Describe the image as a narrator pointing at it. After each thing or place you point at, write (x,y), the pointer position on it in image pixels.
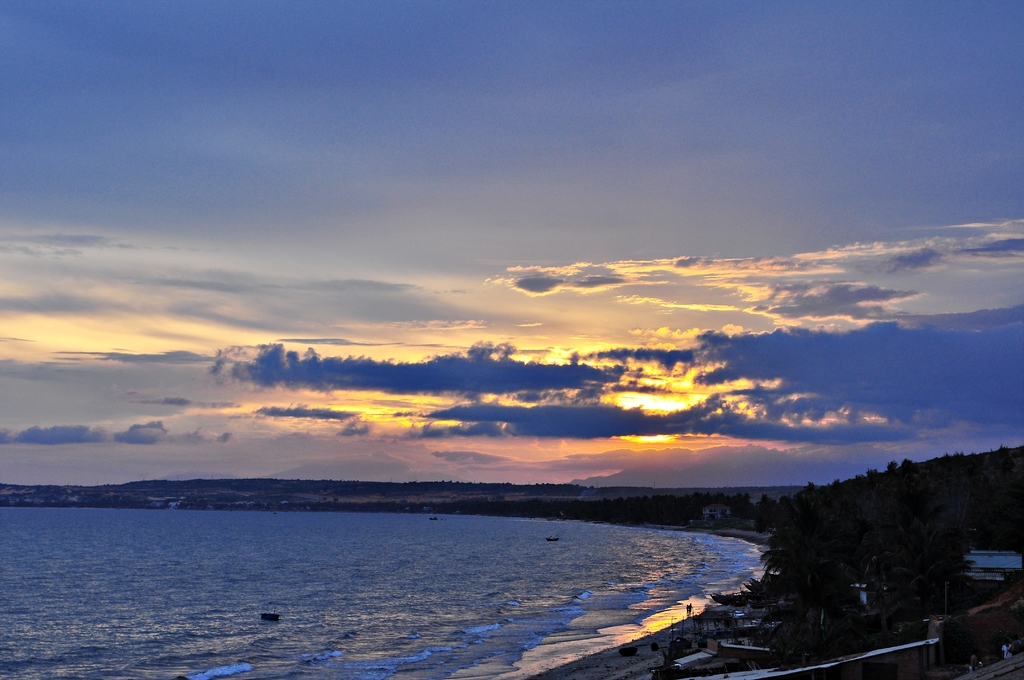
In this image in the center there is a sea (294,619). On the right side (816,557) there are trees (857,574) and there are houses (1012,658) and there are persons (1014,645) visible. In the background (340,461) there are trees (464,503) and the sky (500,356) is cloudy.
